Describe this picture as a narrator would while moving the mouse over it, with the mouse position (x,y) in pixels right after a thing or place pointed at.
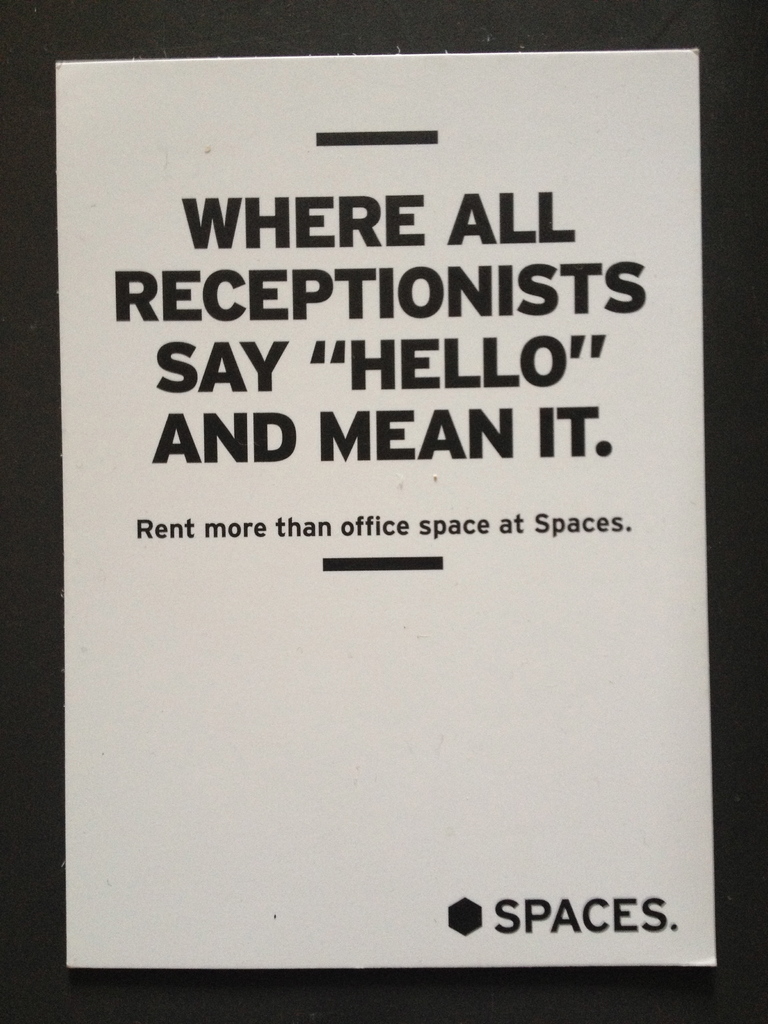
In this picture we can see a poster (306,704), in the poster (368,552) we can find some text (281,344).
